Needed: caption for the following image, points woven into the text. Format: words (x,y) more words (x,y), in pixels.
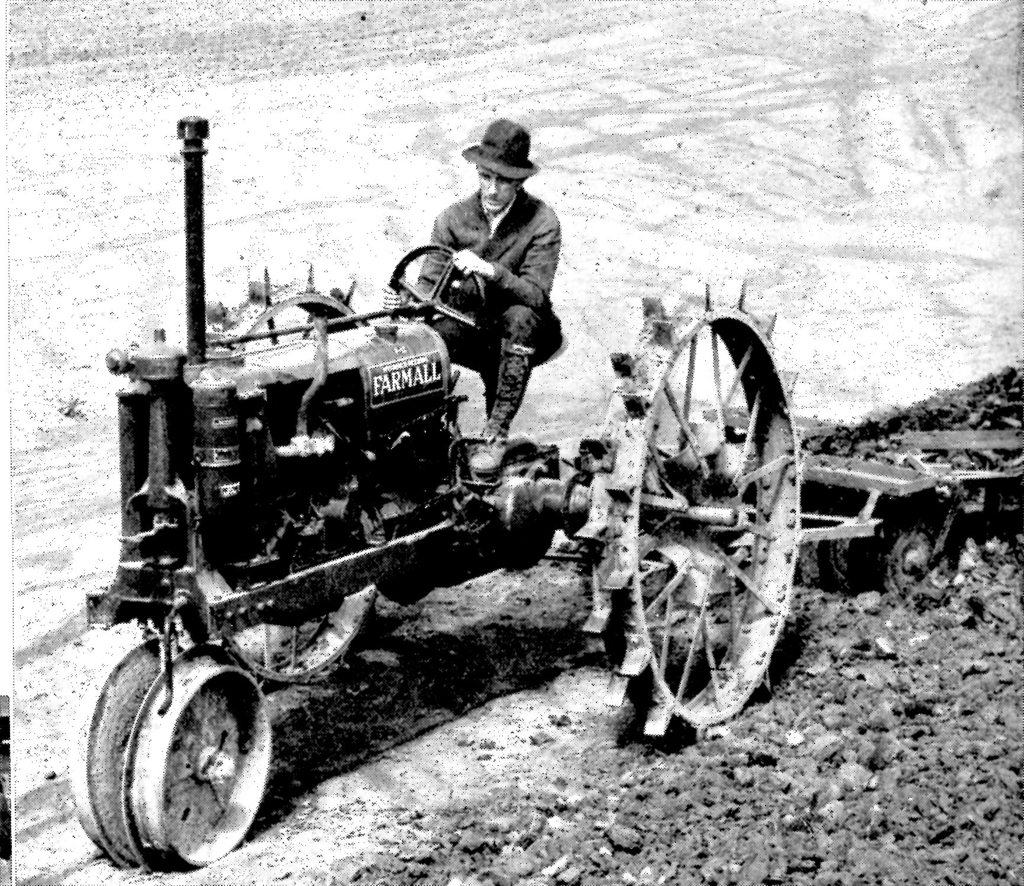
This is a black and white image. Here I can see a man (493,271) is sitting on the tractor (382,445). At the bottom of the image (631,806) I can see some stones (782,833) on the ground (567,854).
